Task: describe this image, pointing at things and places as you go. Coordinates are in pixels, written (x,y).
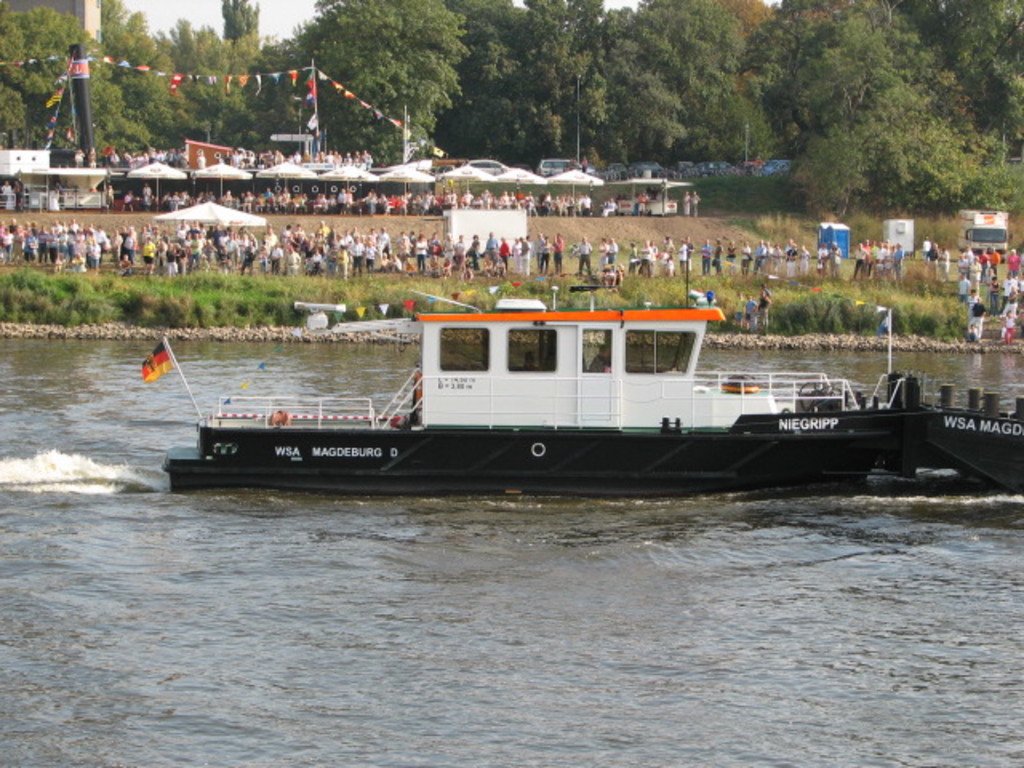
In this image I can see boat (537,412) which is in black and white color in water (385,624), at the background (42,244) I can see few persons (254,262) standing, tent (241,221) in white color, trees (339,108) in green color and sky (220,26) in white color.
